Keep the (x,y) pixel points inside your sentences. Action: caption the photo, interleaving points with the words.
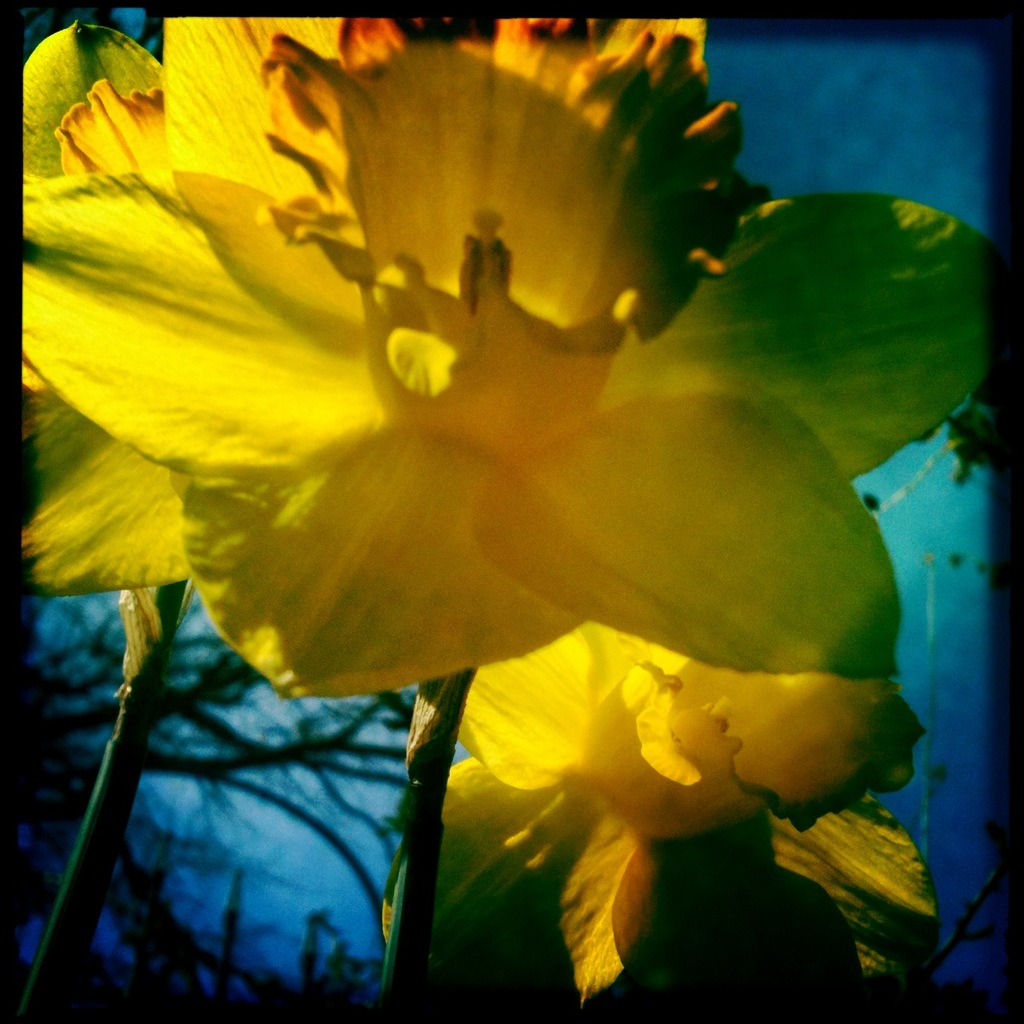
In this image I can see few flowers (673,483) which are yellow in color to the plants (426,716) which are green in color. I can see the blue colored background (837,105).
